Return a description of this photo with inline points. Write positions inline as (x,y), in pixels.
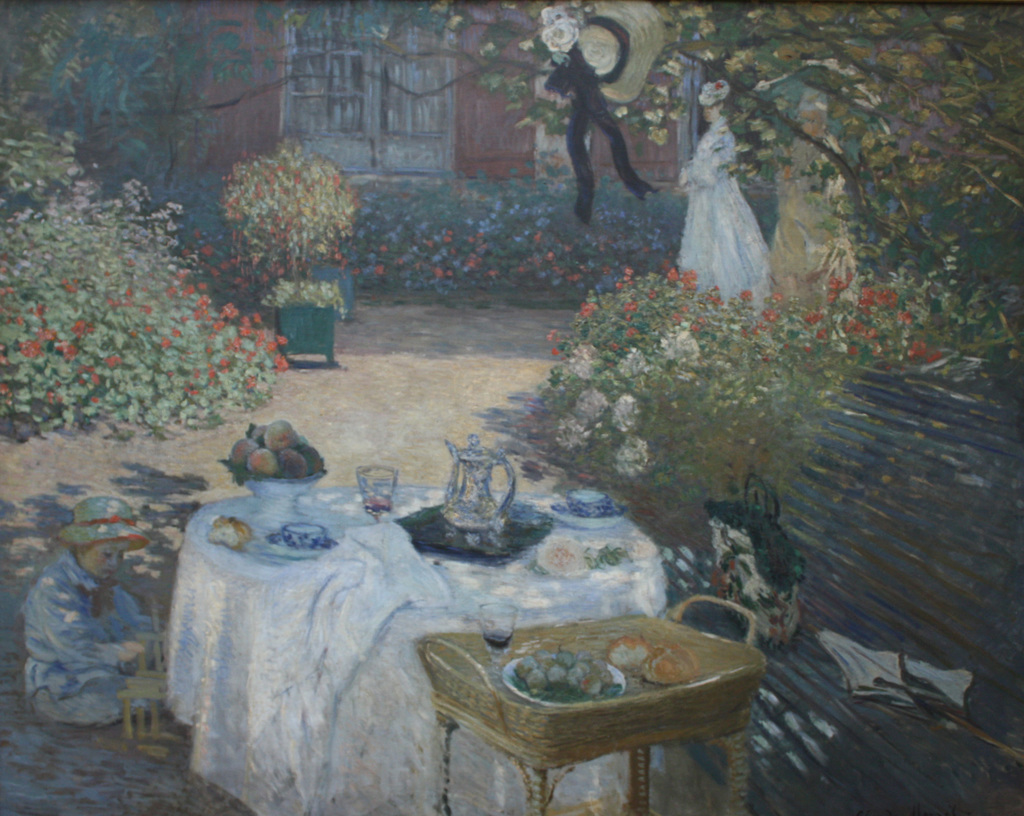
In this image I can see the painting (518,477) in which I can see a table (347,617) on which I can see few plates (289,548), few cups (288,528), a bowl (287,484) with fruits (291,464), a glass (370,478) and few other objects (418,519). I can see a bench (889,594), a bag (793,592) on the bench (885,507), a person (75,674) sitting on the ground (172,582) and few trees (879,48). In the background (715,210) I can see few other persons (713,193) standing and the building (408,99). I can see few flowers (306,157) which are red in color to the plants (961,293).
